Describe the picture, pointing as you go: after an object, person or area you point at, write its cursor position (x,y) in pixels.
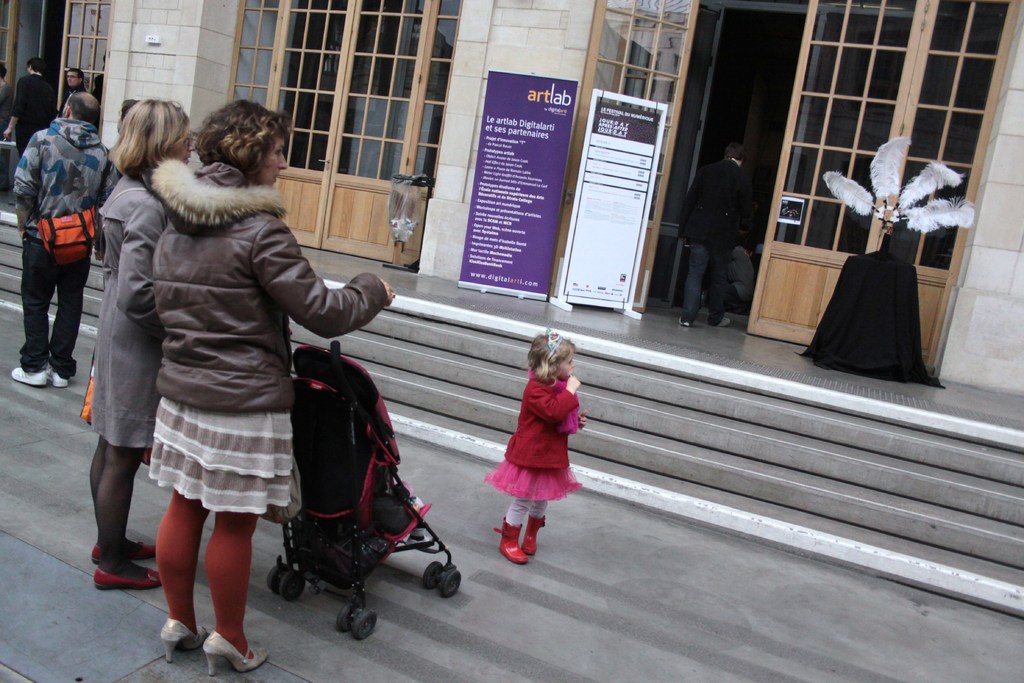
On the left side of the image (89,206) we can see people (87,94) standing. There is a trolley (363,601). In the center (547,398) there is a girl (511,473) wearing a pink dress (526,474). In the background (895,324) there is a stand (866,356) and we can see banners (595,212). There is a building (848,82).
